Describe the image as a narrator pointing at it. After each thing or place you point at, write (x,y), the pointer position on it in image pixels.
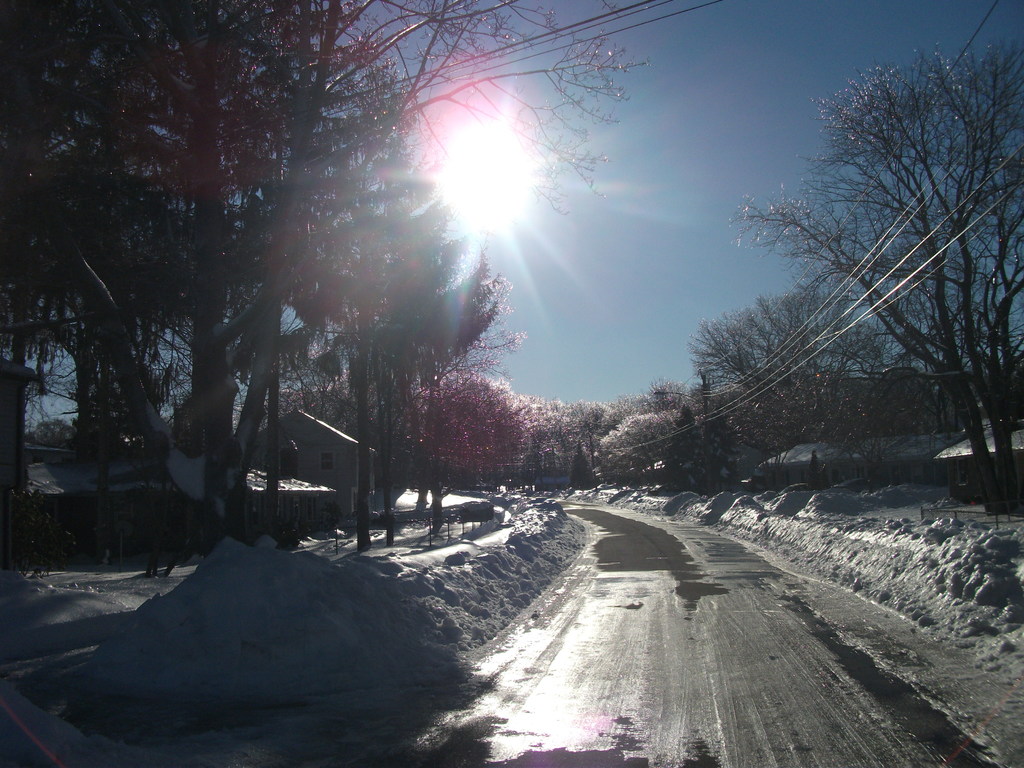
In this picture there is way (591,613) at the bottom side of the image (596,608) and there are trees (89,420) and snow (839,511) on the right (783,426) and left side of the image (240,617), there is sun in the sky (657,337).
